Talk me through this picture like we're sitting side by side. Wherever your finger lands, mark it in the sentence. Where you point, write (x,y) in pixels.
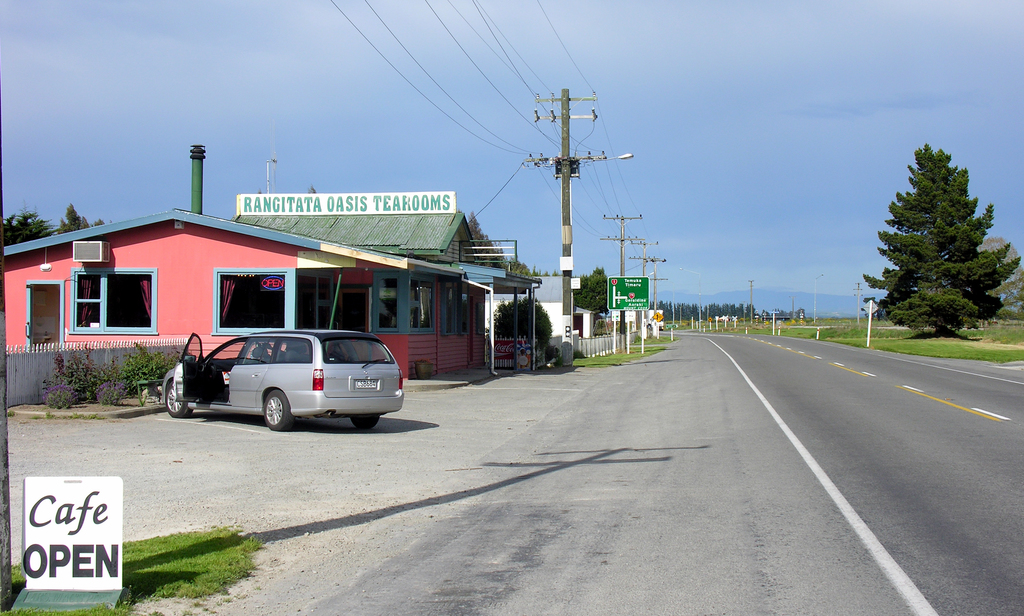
Here we can see a car (272,405). There are boards (619,292), poles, trees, grass (1006,346), fence (175,342), plants (108,370), and houses (323,275). There is a road (751,423). In the background (859,244) we can see sky (763,53).
